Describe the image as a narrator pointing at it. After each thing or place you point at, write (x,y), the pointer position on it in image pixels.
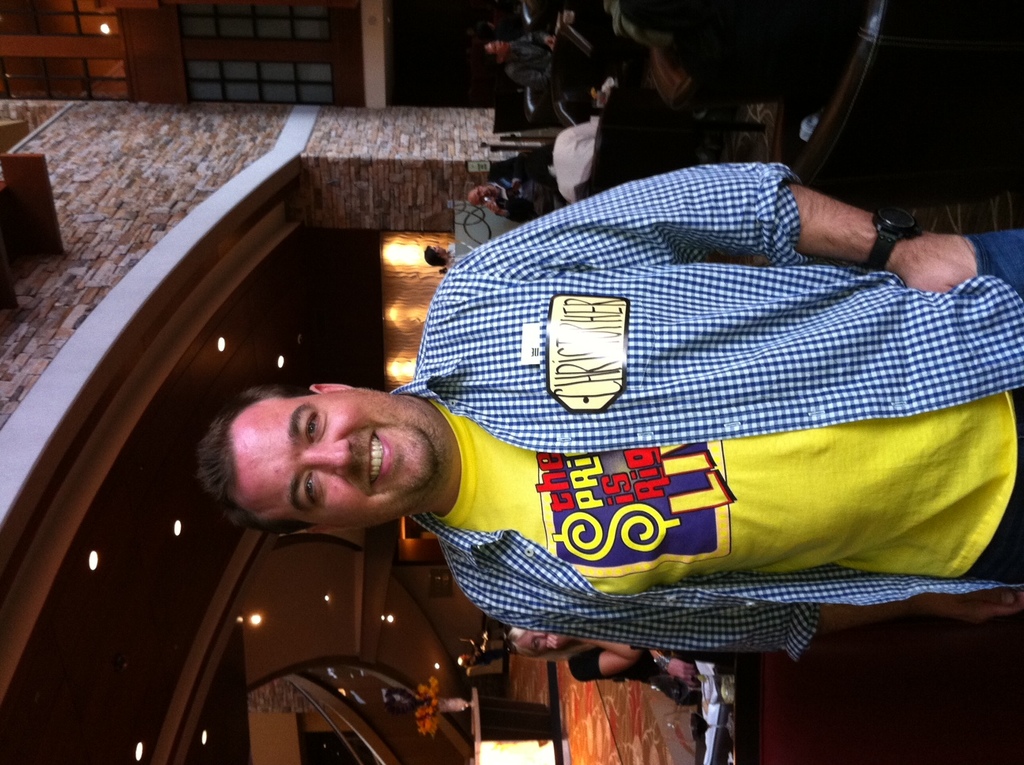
We see that this is an inverted image and in the image, there is a man (529,439) smiling. He is wearing an yellow T-shirt (600,491) and white & blue striped shirt (498,350) on it and he is wearing a black wrist watch (878,257) and in the background (197,412) there is a building (122,223) with the lights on the ceiling (112,621) which is beautiful and there are few people (527,191) sitting on the couch (534,89).
